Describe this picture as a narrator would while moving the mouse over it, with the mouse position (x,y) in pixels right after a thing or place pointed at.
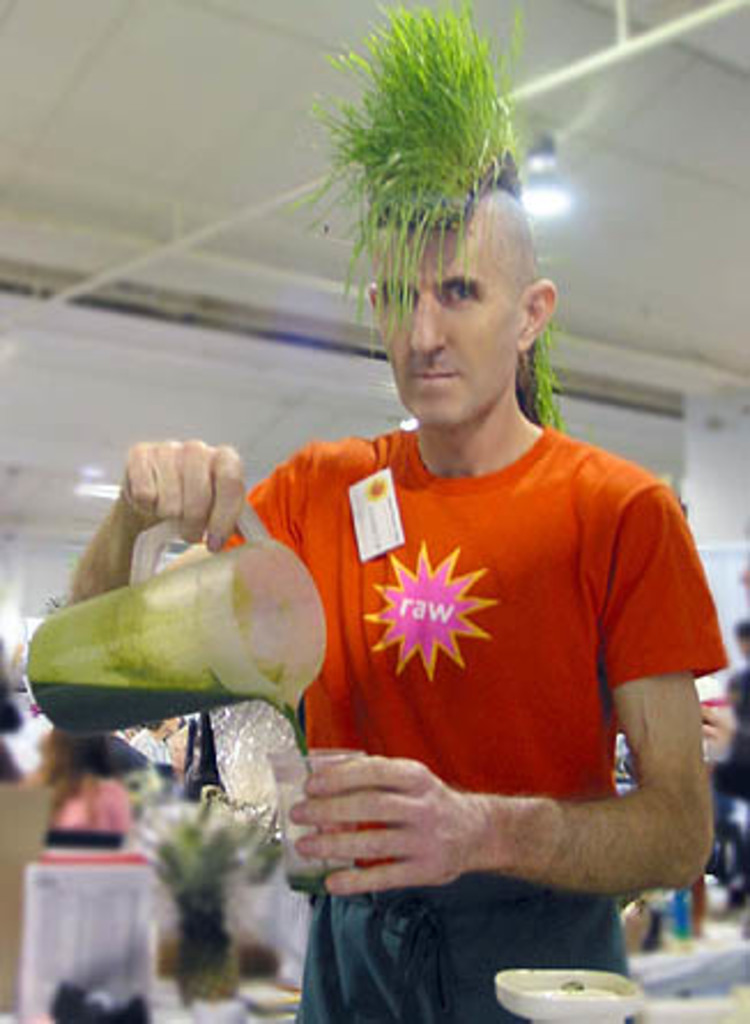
In this image in the front (453,612) there is a man (453,660) standing and holding a glass (302,773) and a jug (291,627) in his hand (370,850). In front of the man (499,832) there is an object (571,998) which is white in colour. In the background (719,932) there is a table (699,952) which is covered with a cloth (727,926) and on the table (719,932) there are objects (695,926) and there are persons (716,719) and there is a wall (723,518). On the top (553,173) there is a light (553,159).
